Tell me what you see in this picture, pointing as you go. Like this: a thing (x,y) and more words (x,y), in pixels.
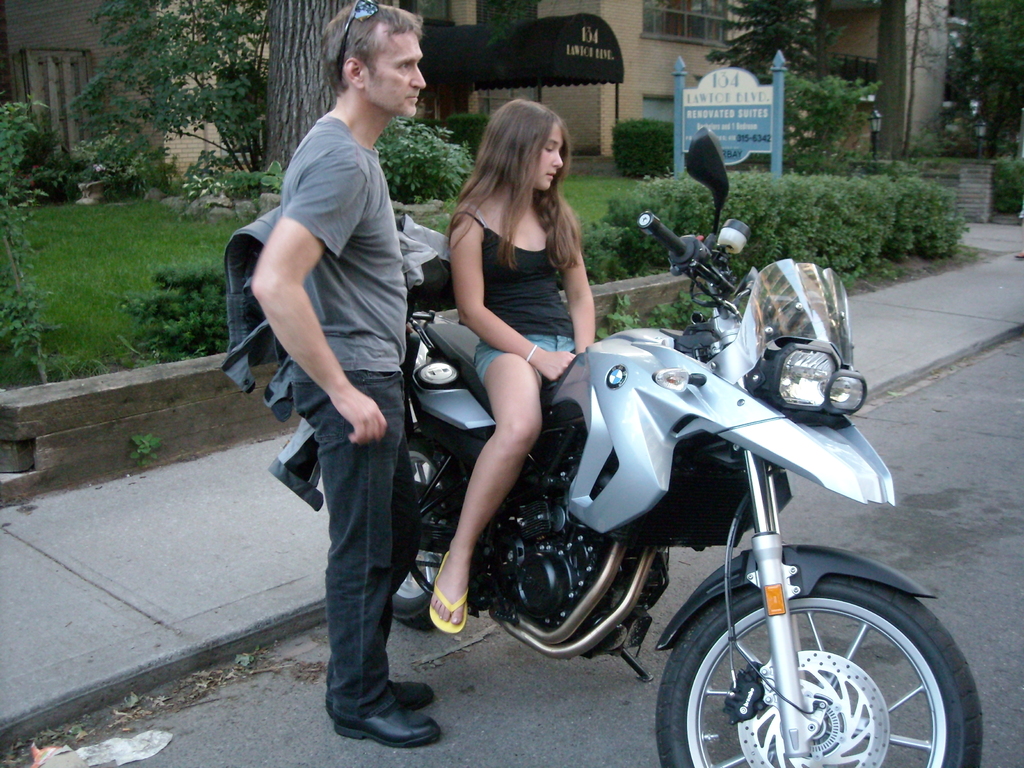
A woman (559,307) is sitting on a bike (646,578) which is on the road (654,663) next to a person (342,468). In the background (182,160) there are plants (906,185), trees (764,13), buildings (629,8) and a name board (703,126).
